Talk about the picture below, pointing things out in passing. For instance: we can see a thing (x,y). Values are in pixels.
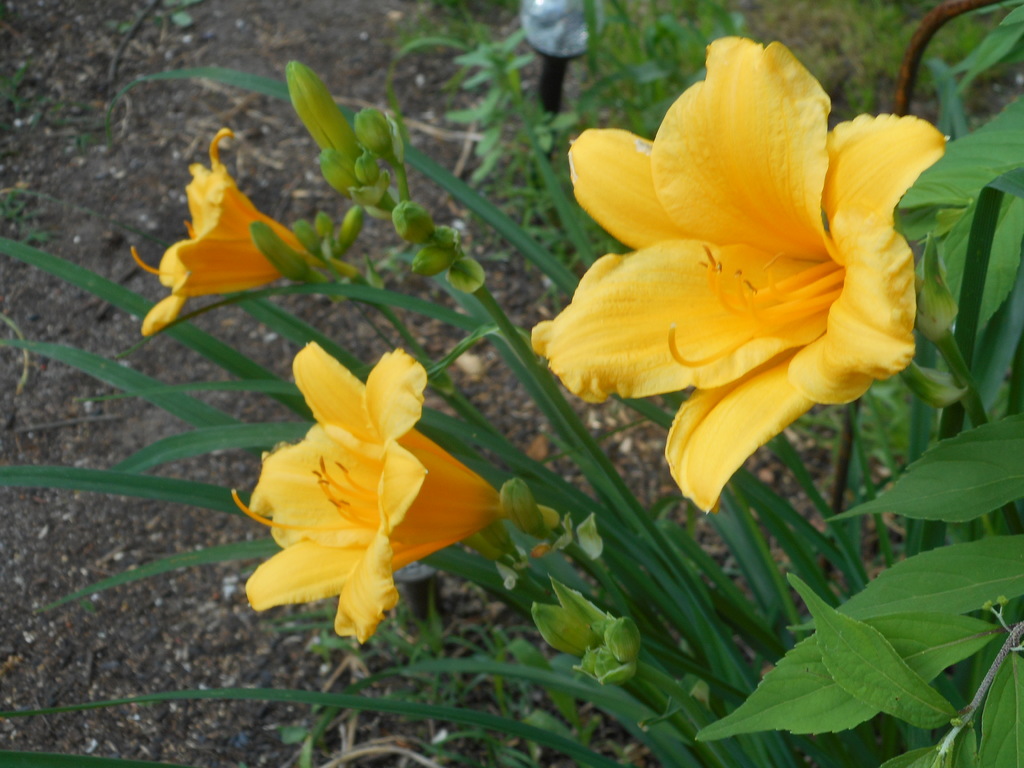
These are the flowers (556,357) in yellow color and there are green leaves (737,607).
